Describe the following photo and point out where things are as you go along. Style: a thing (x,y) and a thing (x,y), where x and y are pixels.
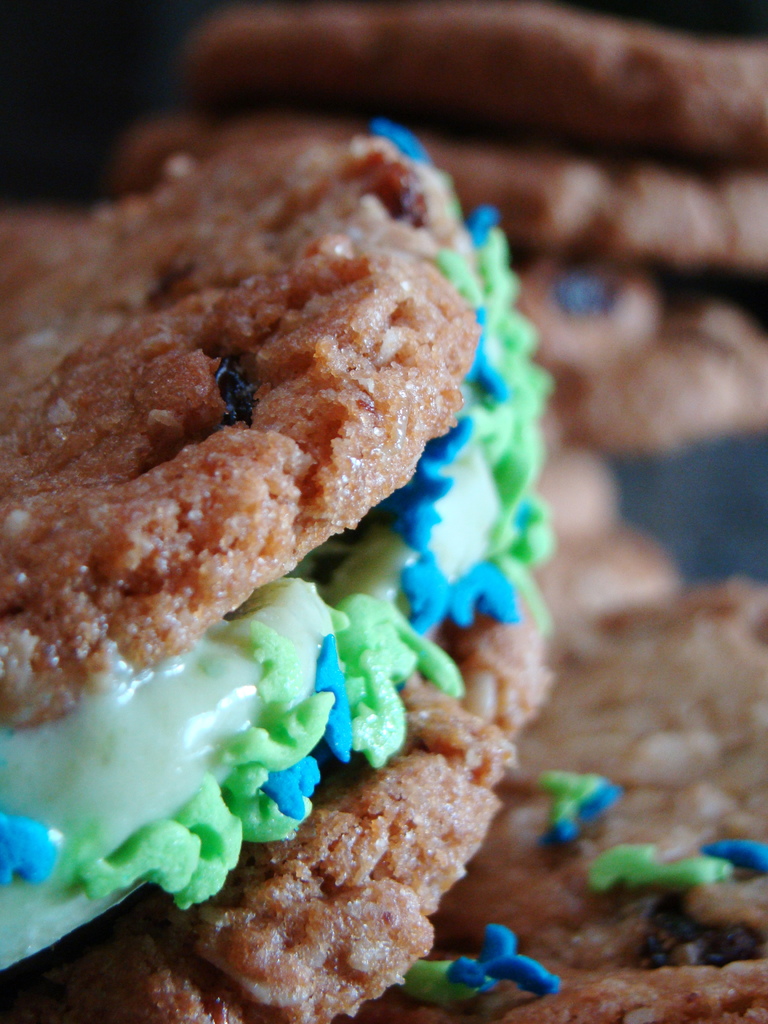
In this image we can see cookies (210,475).
